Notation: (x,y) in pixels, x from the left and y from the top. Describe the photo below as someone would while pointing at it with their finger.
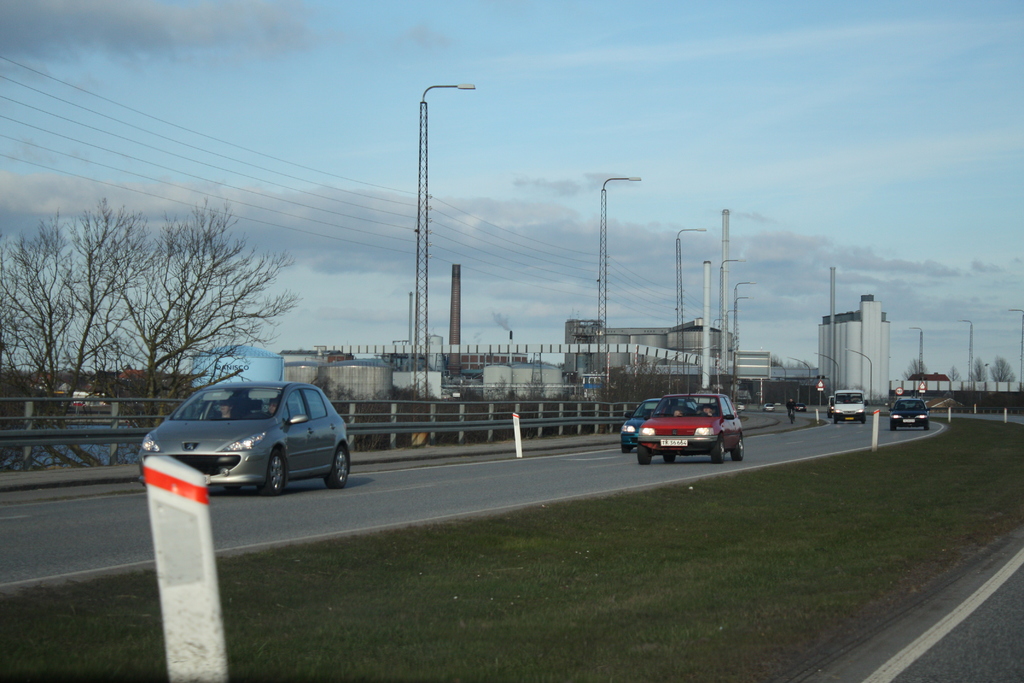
In this picture there are cars (737,418) on the right (702,433) and left side of the image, there is grass land (344,596) at the bottom side of the image (519,560), there are buildings (873,313) and poles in the center of the image (431,377).
